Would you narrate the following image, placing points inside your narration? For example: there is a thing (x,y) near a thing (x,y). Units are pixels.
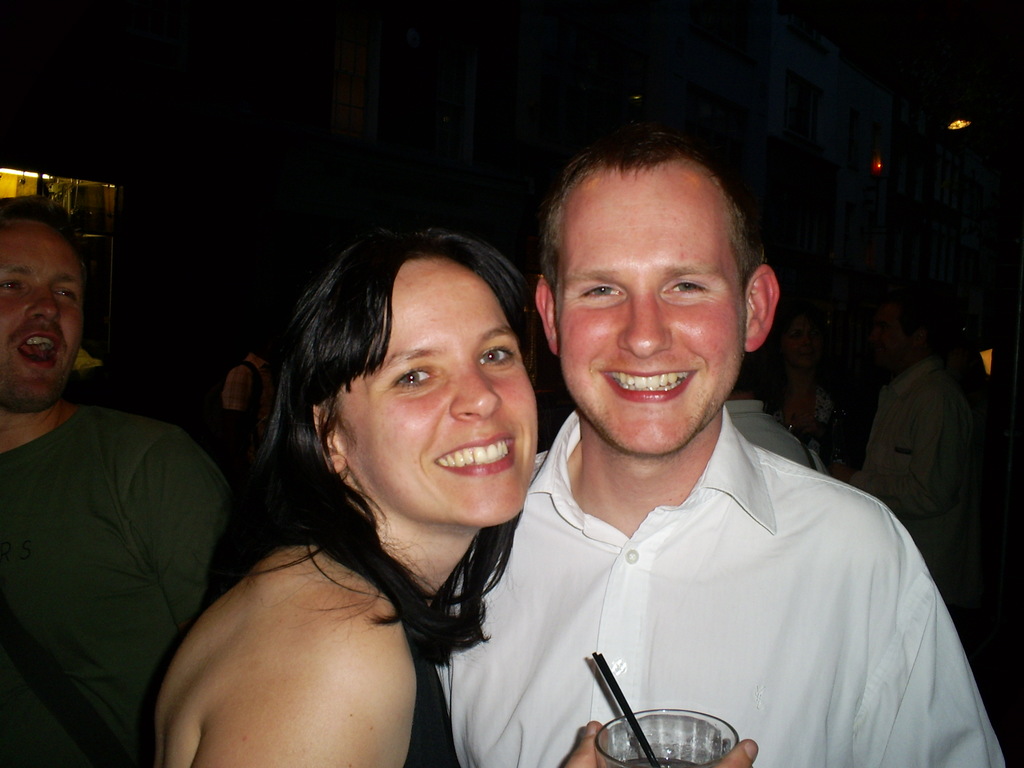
As we can see in the image there are few people (70,338) here and there. In the front (687,628) there are two people (688,633) standing. The man (680,489) is wearing white color shirt (701,624) and the woman (420,625) is wearing black color dress (428,710). She is holding a glass (643,754).
